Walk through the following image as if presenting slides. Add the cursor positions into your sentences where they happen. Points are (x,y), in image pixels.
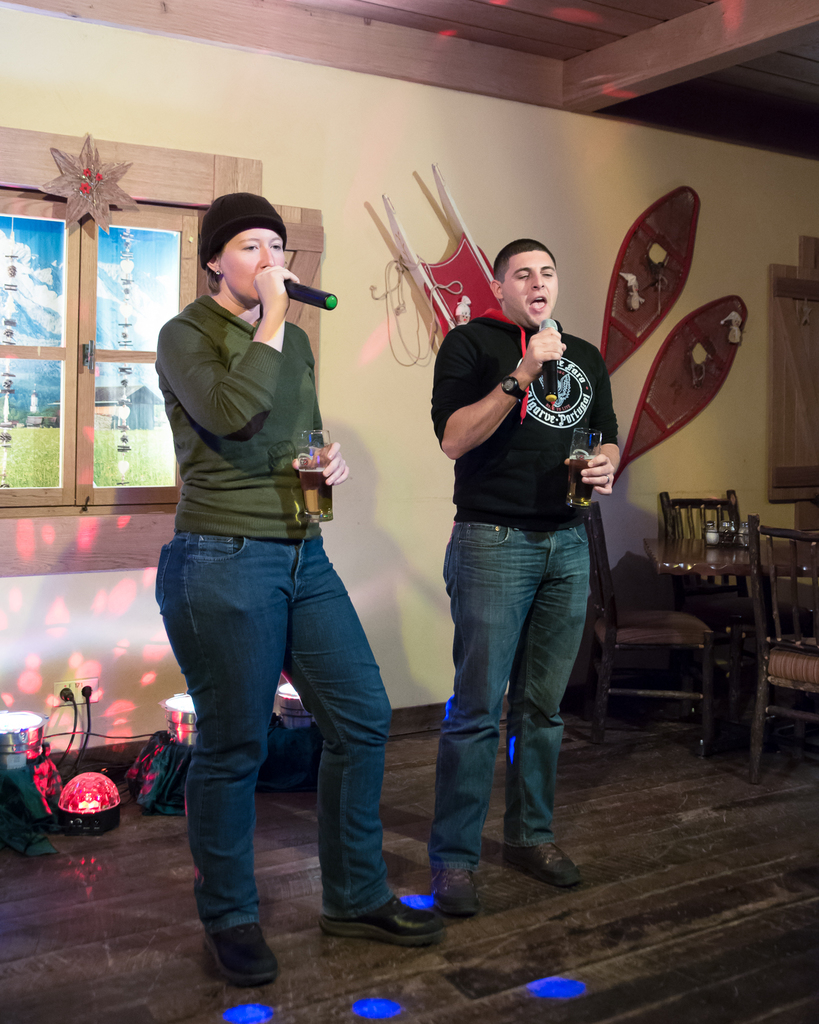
In this image we can see a man (514,728) and a woman (227,369) standing on the floor (412,762) holding the mics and glasses (327,521). We can also see some chairs (656,628), plugs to a switch board (81,690), lights (92,808), a window (318,237), some decors (635,427), a wall (340,382) and a roof (431,12).
